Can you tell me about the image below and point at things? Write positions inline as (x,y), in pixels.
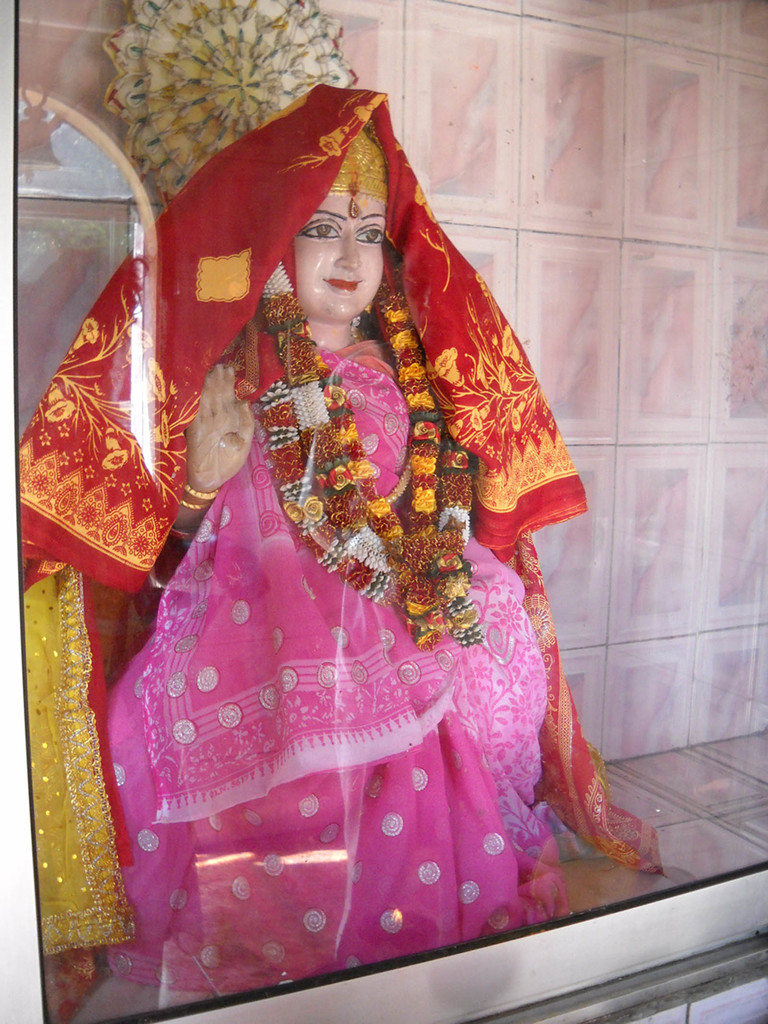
In the image we can see a doll (385,407) and garland (376,513) in its neck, red color dupatta (146,379) and pink color saree (376,694). Behind the doll (383,605) there is white color tiles (635,246).
